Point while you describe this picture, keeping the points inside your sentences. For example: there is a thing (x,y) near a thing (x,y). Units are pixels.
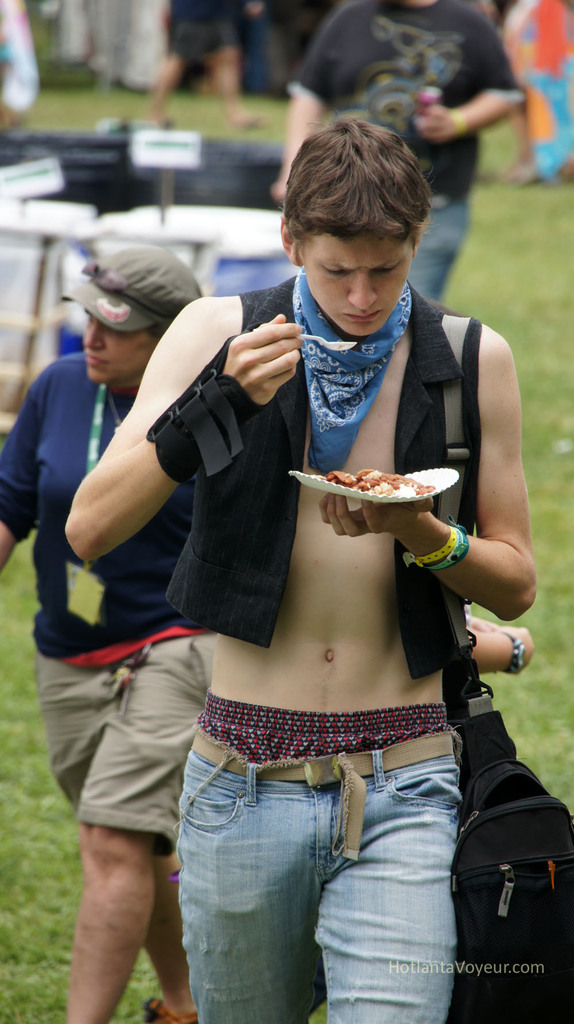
In this picture we can see a man (319,619) here, he is holding a plate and eating something, in the background (360,98) there are two persons (363,88) walking, at the bottom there is grass (545,376), we can see a board (144,135) here.
